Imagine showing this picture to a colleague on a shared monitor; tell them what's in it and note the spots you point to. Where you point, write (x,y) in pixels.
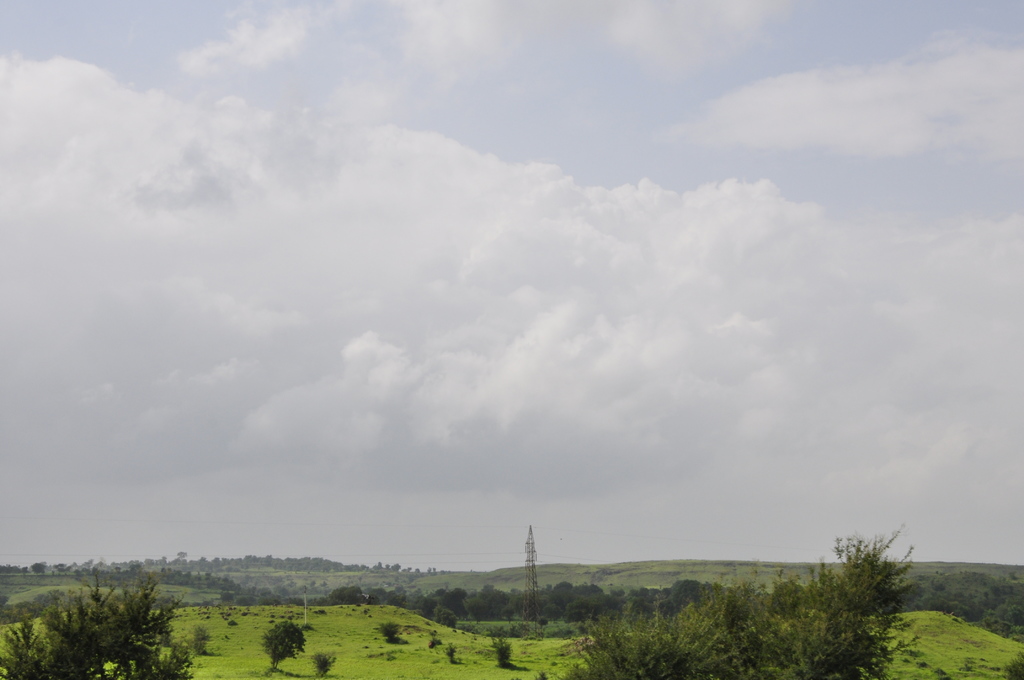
At the bottom of the picture (267,640), we see the trees (624,628) and the grass (368,642). In the middle of the picture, we see the radio tower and the wires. There are trees (390,597) in the background (312,562). At the top (469,93), we see the sky (415,33) and the clouds (400,194).
